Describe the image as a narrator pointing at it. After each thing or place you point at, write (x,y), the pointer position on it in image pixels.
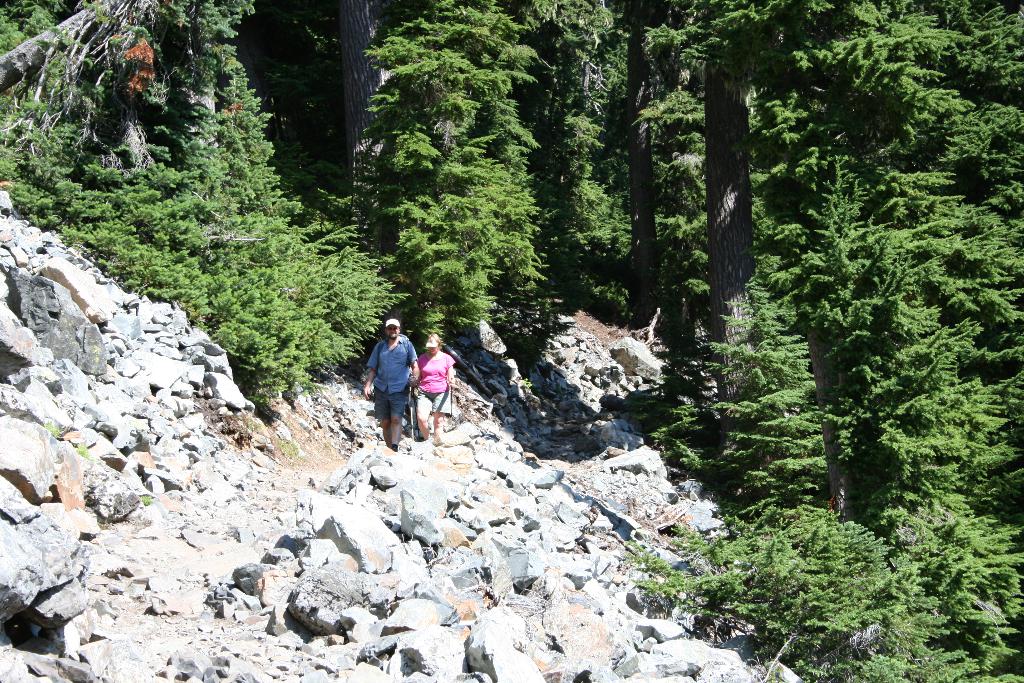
In this picture i can see a bunch of trees (496,79), stones (355,493) and two people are walking.
